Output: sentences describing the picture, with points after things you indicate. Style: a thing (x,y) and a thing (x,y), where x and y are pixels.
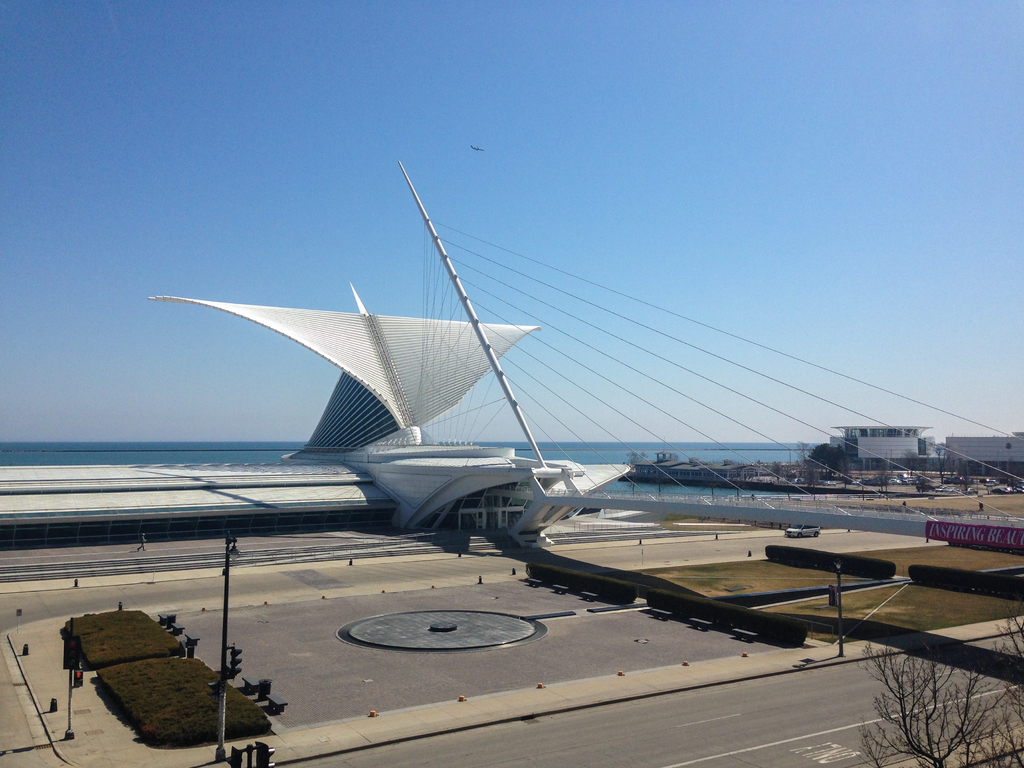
This image is clicked near the ocean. At the bottom (794,689), there is a road (971,714). In the front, we can see small plants (155,663) and green grass (810,574) on the ground (630,620). In the middle (457,462), it looks like a helipad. In the background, there is an ocean (598,444). In the middle (422,336), we can see the strings (492,403) tied to the pole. At the top (454,52), there is sky (424,111).
